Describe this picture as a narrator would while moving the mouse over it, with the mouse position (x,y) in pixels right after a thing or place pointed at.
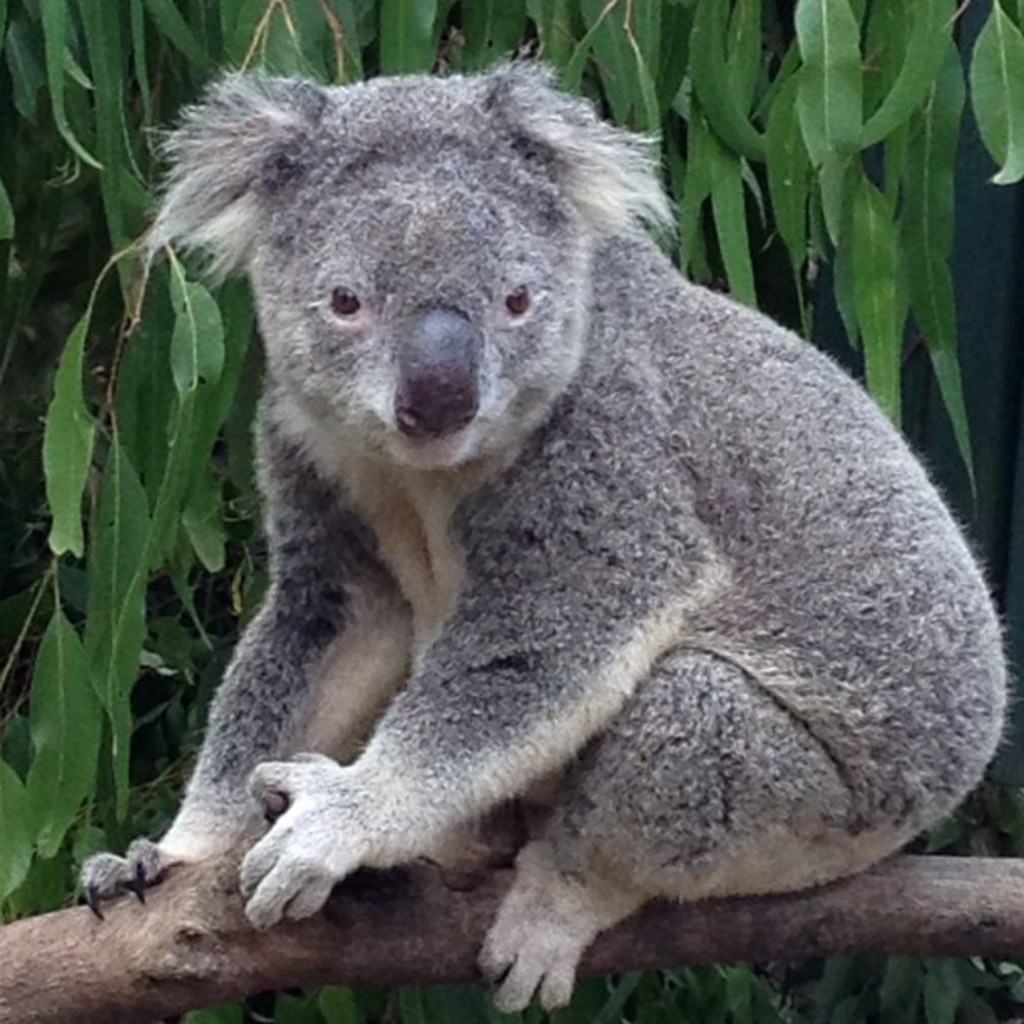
In this picture there is a koala (382,614) in the center of the image (514,628), on a log (201,957) and there is a tree (113,90) behind it.
